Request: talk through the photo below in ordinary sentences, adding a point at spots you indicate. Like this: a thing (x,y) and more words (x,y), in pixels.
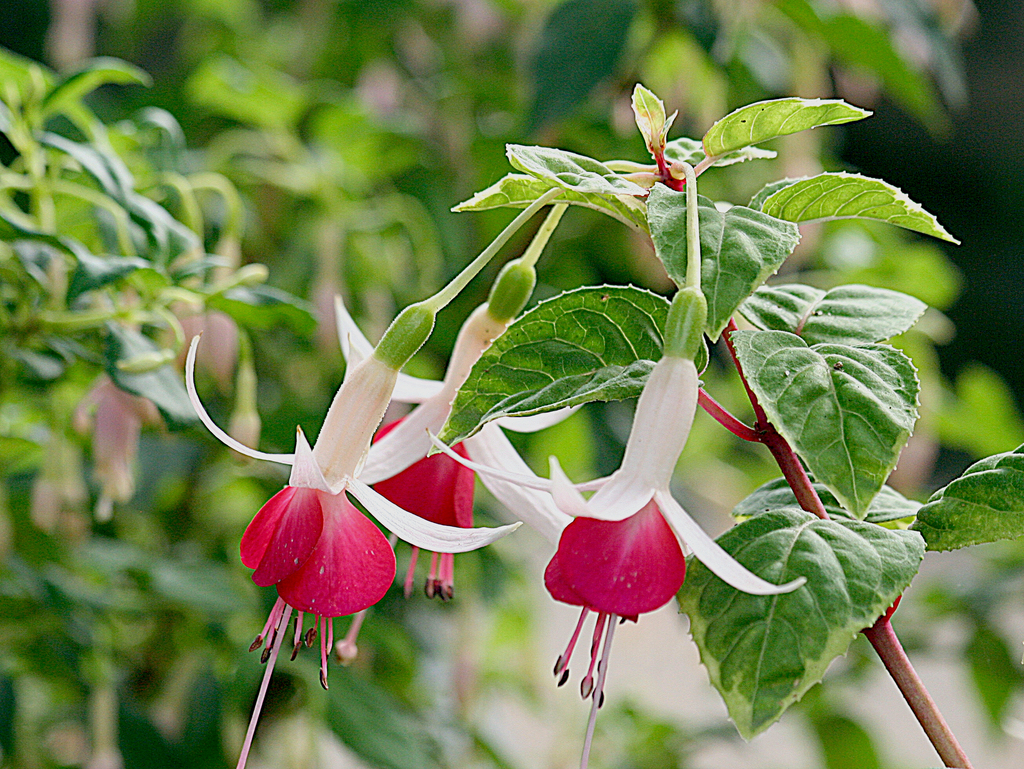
This picture shows few trees (13,281) and few flowers (572,499) to a plant (690,344).
